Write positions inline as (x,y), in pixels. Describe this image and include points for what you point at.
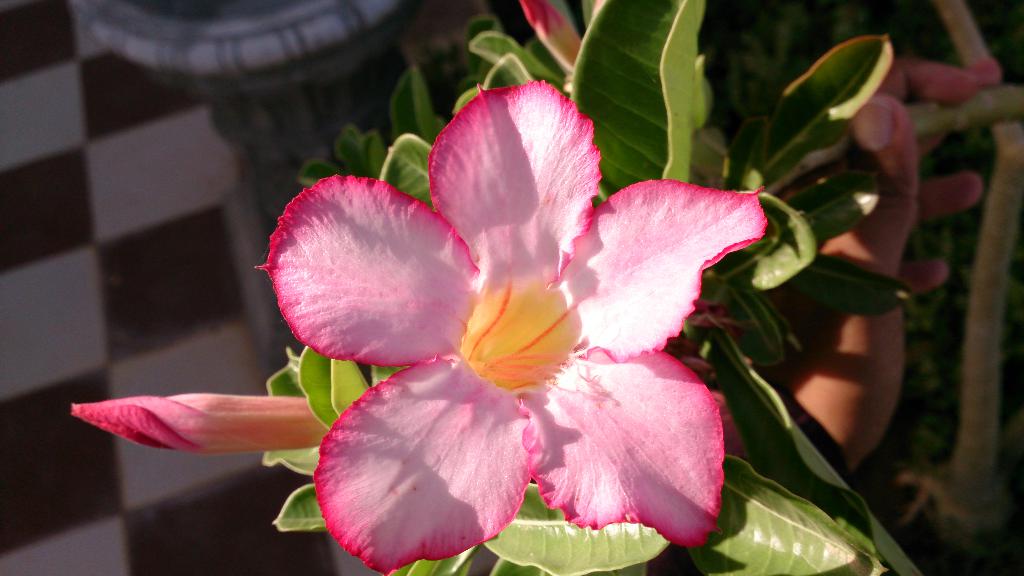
In this image in the front (501,339) there is a flower (507,379) and in the background (804,191) there are leaves (779,257) and there is the hand (838,315) of the person (863,248) holding a plant (916,126).
